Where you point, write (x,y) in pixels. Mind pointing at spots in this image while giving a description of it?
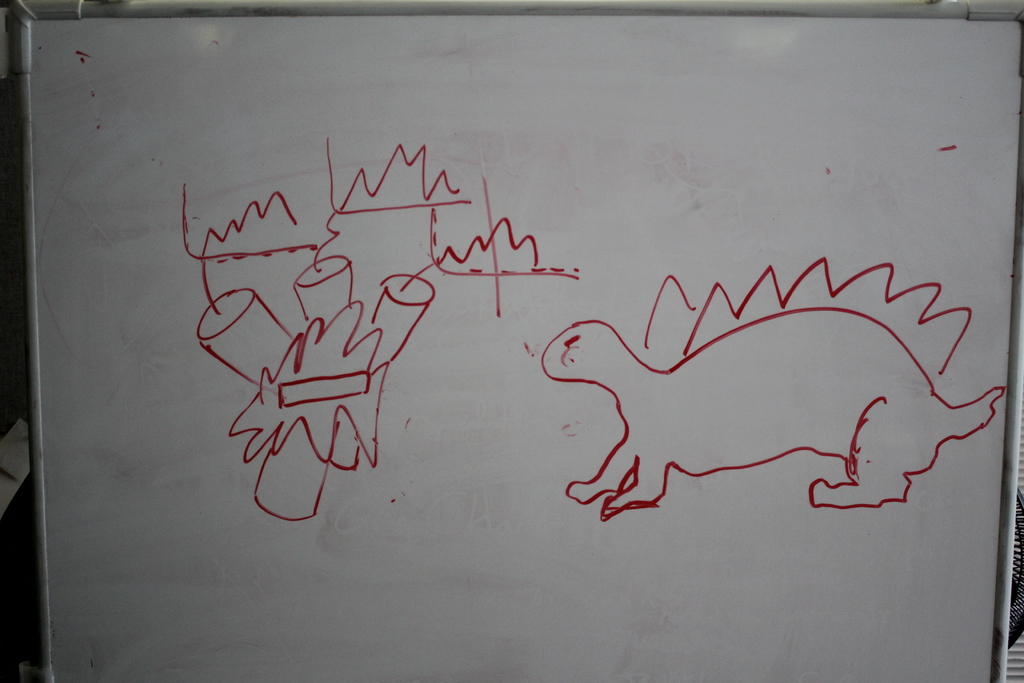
In this image I can see a board (476,449) with some drawings (723,338) on it. In the background (21,449) there are few objects (14,460).
